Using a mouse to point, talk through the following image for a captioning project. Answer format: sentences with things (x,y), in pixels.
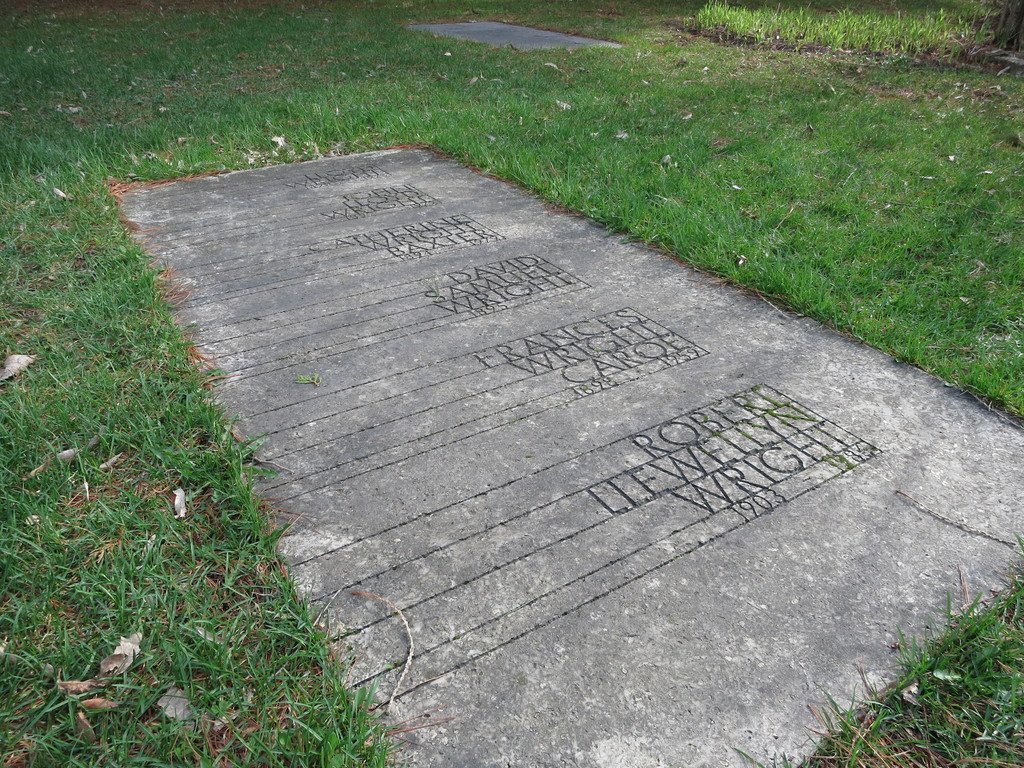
In this image I can see a stone (465,405) with some text (485,285) written on it. In the background (106,157), I can see the grass (53,167).
